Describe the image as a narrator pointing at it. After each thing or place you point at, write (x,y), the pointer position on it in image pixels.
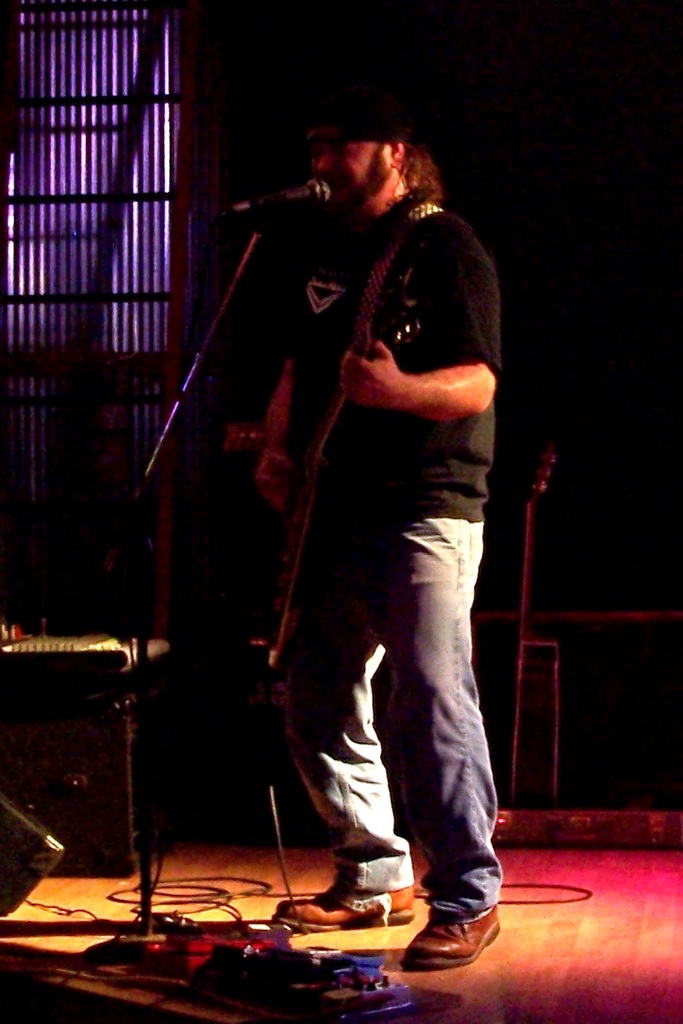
In this image in the center (343,510) there is one man (369,583) who is standing and he is playing a guitar (305,494), in front of him there is one mike (233,297). At the bottom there are some wires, and in the background (543,782) there are some musical instruments (111,657) and window (106,312).
